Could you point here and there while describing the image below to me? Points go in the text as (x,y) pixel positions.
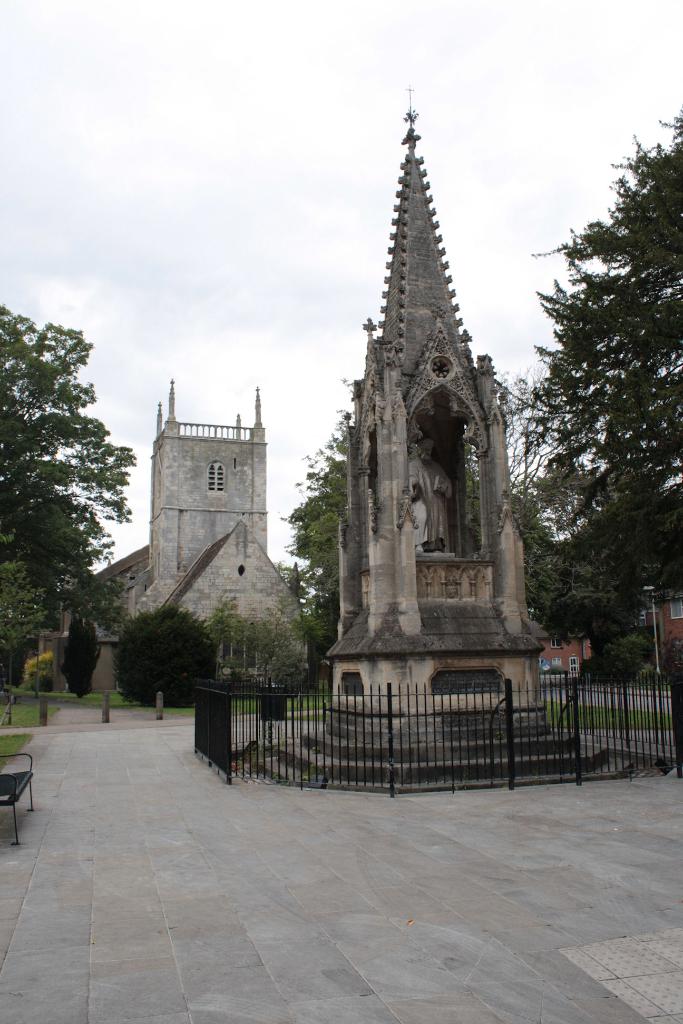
In the picture I can see the cathedral construction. I can see the trees (167,659) on the left side (168,694) and the right side (672,327) as well. I can see the metal fence (604,702) around the statue (456,637). I can see a metal bench (20,779) on the floor (66,850) and it is on the left side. There are clouds (229,108) in the sky (198,221).
